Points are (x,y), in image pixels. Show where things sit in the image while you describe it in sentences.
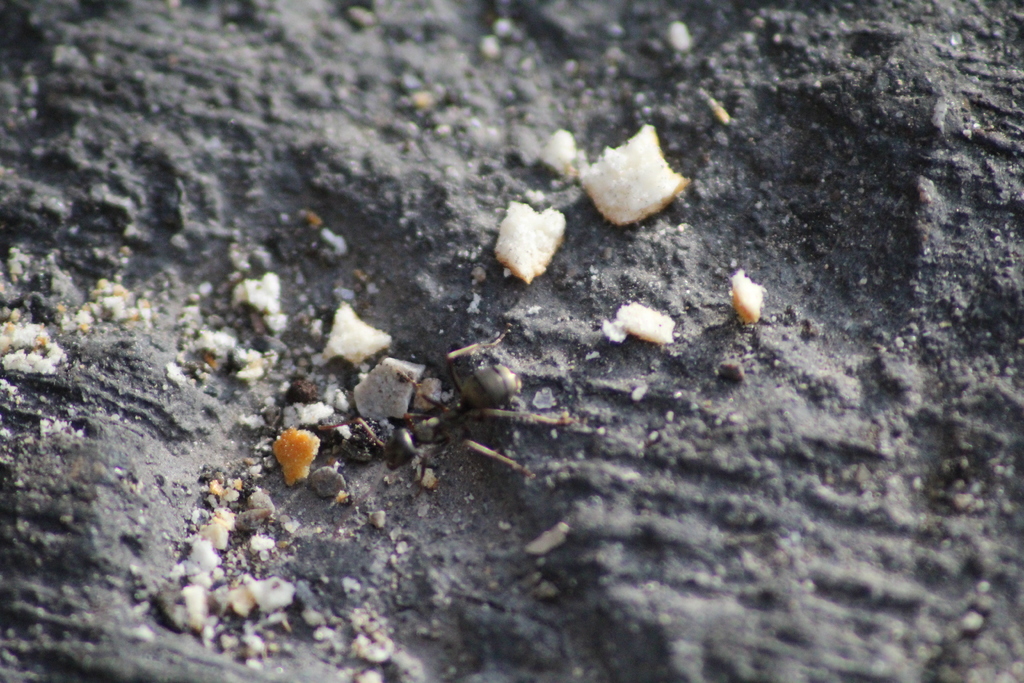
In this image, we can see bread crumbs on the ground (448,384).
